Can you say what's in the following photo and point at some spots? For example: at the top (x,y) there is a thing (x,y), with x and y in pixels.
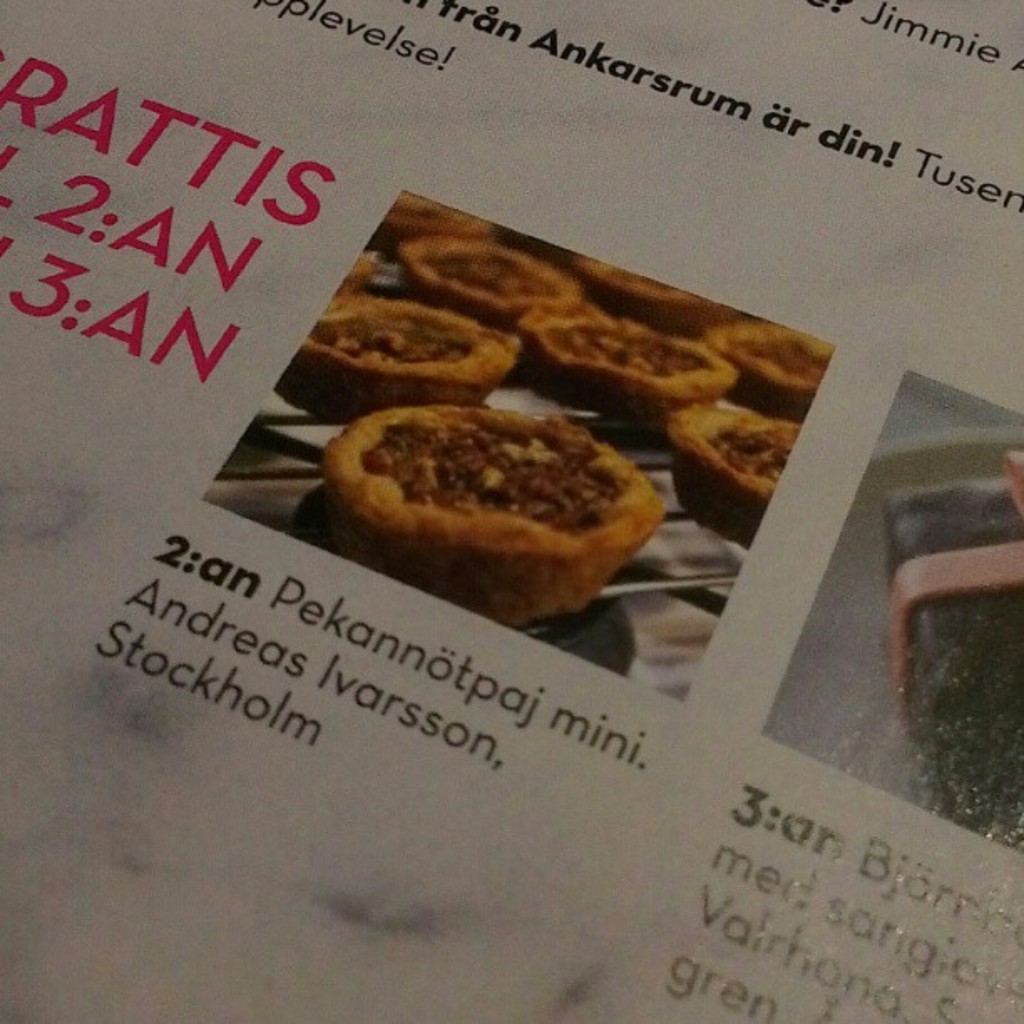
In this image I can see the paper (377,647) and I can see few food items (610,496) and they are in brown color and I can see something is written on the paper (499,652).
